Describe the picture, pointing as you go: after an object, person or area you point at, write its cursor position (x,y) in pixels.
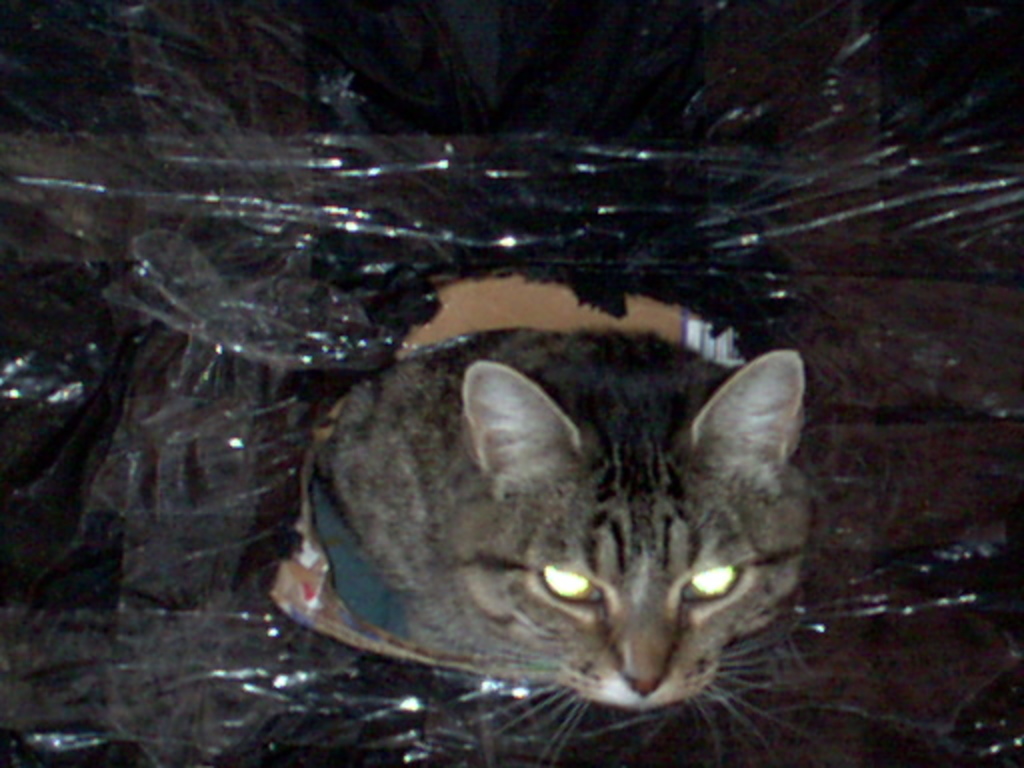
In this image I can see a cat (547,521). Here I can see some black color thing (287,249).
